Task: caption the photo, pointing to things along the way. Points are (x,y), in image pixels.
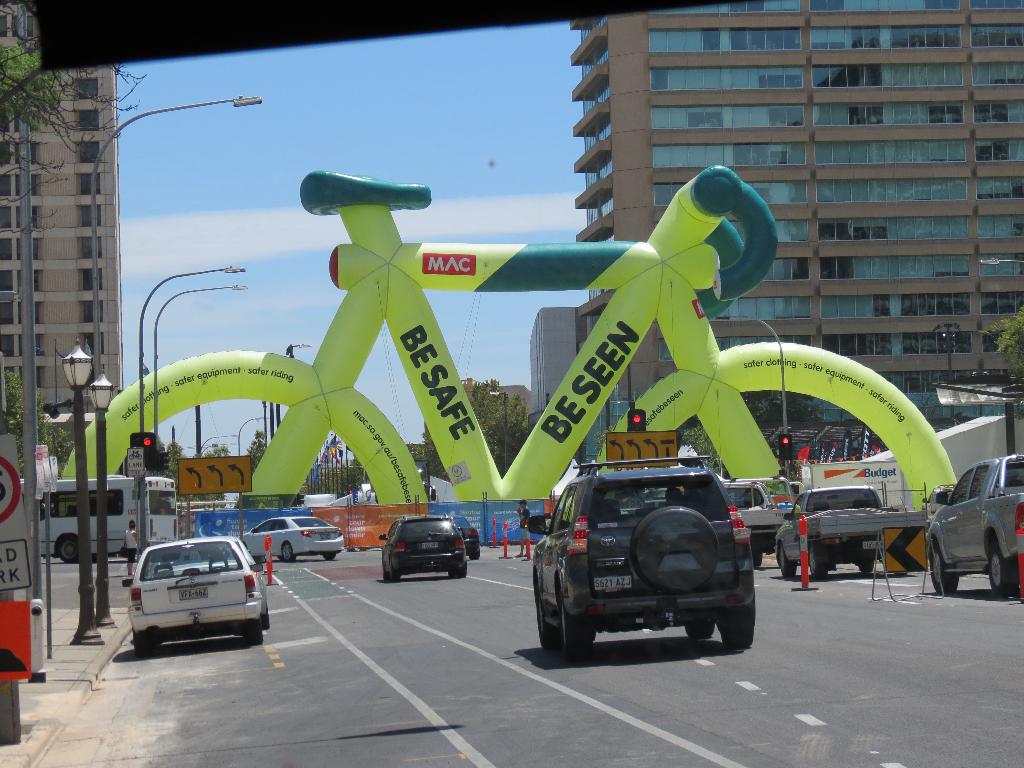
In this image we can see there are buildings (826,239) and there is the cycle shape balloon (722,411). There are vehicles (678,550) on the road (795,615). And there are trees (702,443), light poles (92,361), street lights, sign board (650,431), banner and the sky (483,104).
